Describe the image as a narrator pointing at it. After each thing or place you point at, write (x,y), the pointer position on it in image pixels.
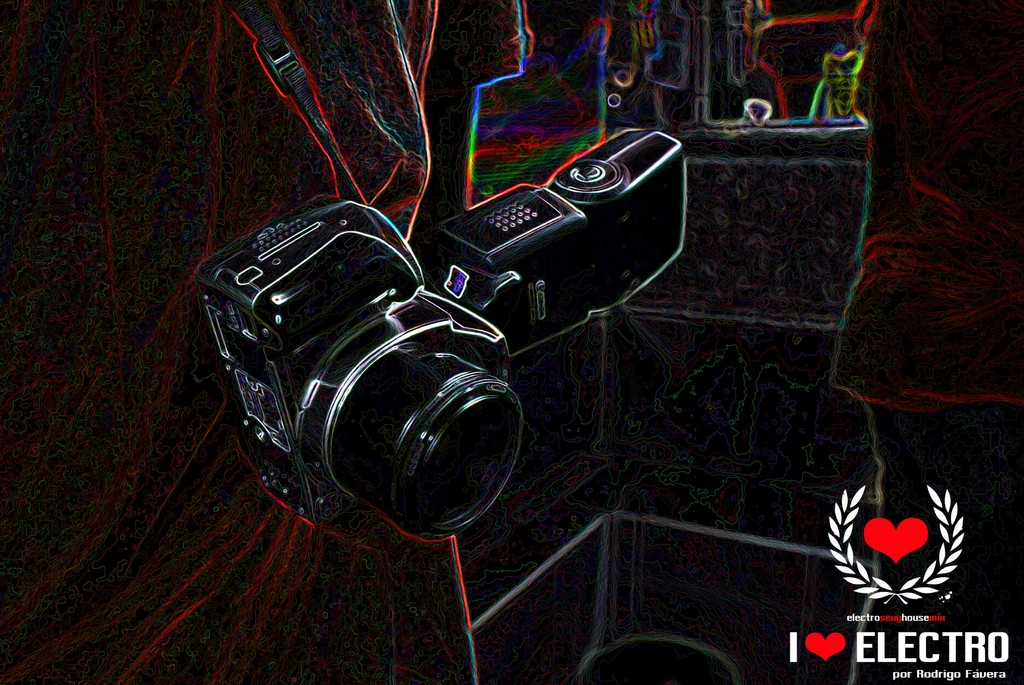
In this image I can see depiction of a camera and here I can see watermark (841,551). I can also see this image is little bit in dark.
